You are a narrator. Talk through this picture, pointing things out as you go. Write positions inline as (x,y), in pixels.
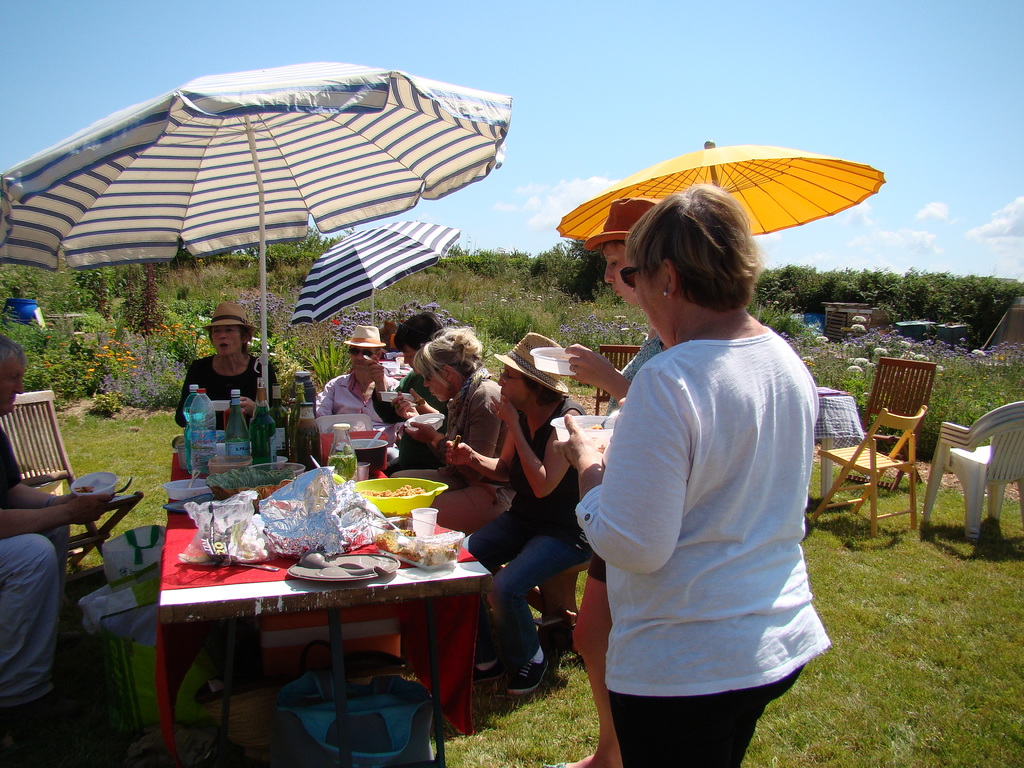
In the foreground of the picture (262,345) there are people (471,428), chairs (61,486), tables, umbrellas (347,295), food items (279,544), grass (492,745) and other objects (357,458). In the center of the picture (405,316) there are plants (486,307), flowers (843,343) and trees (830,276). At the top (584,45) there is sky (583,143).
